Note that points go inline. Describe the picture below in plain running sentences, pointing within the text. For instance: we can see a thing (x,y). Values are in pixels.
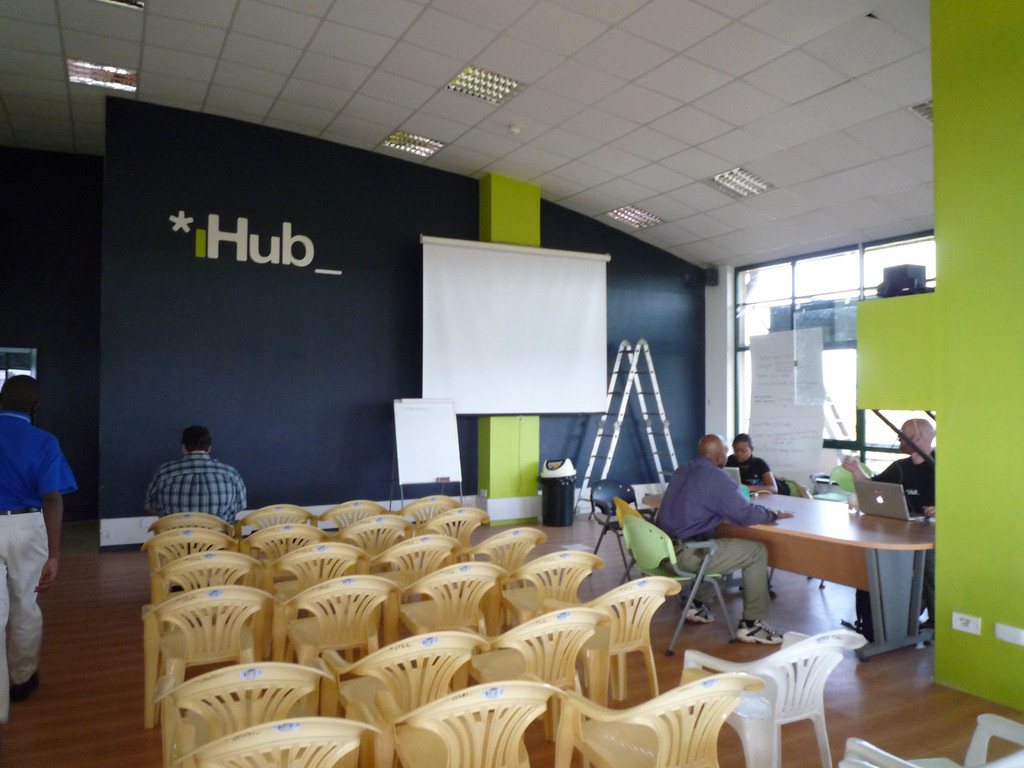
There is a bunch of chairs (417,547) placed at the center (456,500). There is a man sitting in front. He is a man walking and he is on the left side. There is a man (754,545) who is sitting on a chair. This is a wooden table (816,521) where a laptop (879,485) is kept on it.
